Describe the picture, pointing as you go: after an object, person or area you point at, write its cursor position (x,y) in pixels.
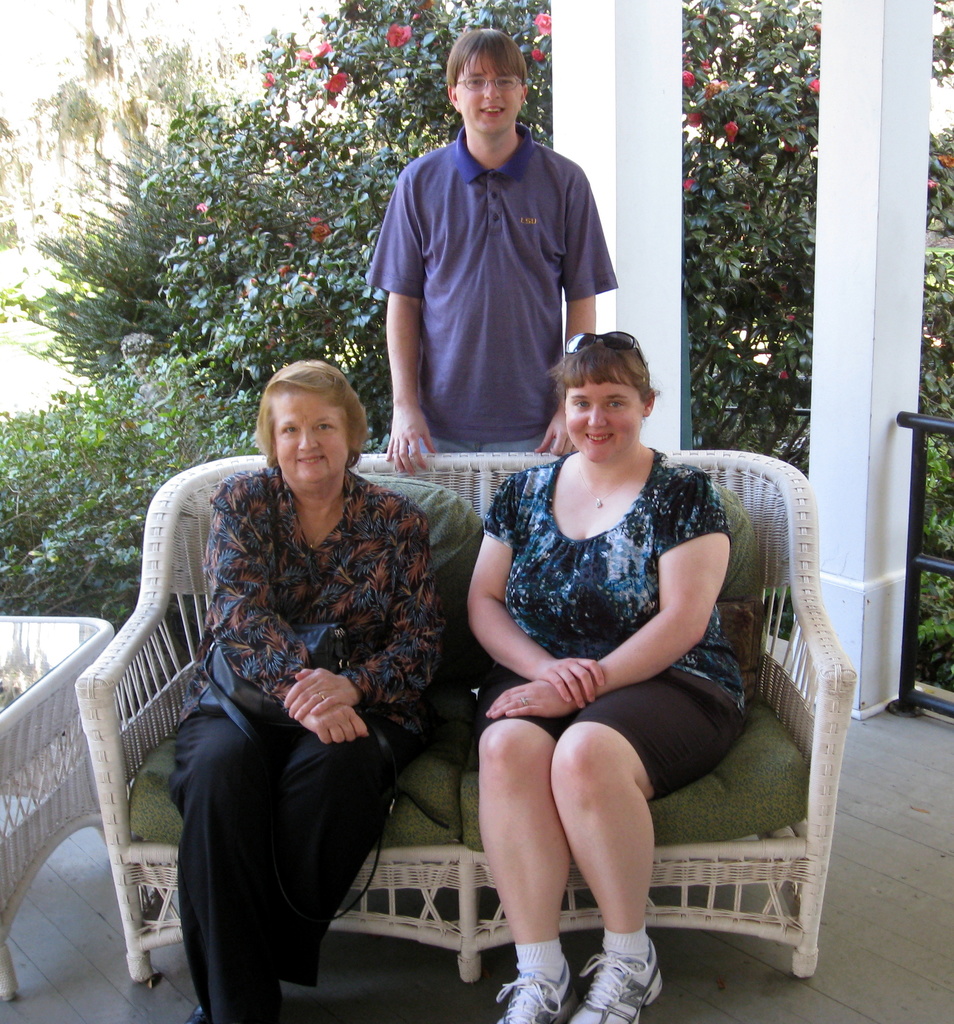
In the picture we can see two women (484,642) sitting on chair (453,780) and a man (502,326) wearing blue color T-shirt (507,298) standing and in the background of the picture (163,350) there are some trees (187,208), plants (125,174) and pillars (895,278).
